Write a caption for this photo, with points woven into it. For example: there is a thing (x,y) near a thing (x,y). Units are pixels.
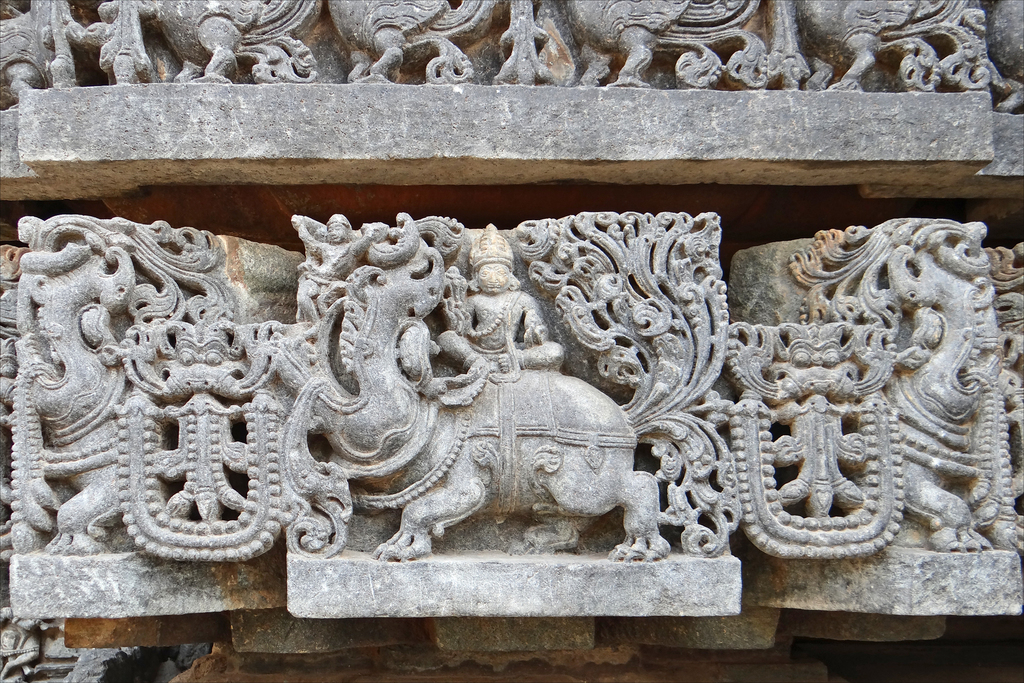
In the image on the stone (264,127) there are many sculptures (237,26) and designs (522,37).
